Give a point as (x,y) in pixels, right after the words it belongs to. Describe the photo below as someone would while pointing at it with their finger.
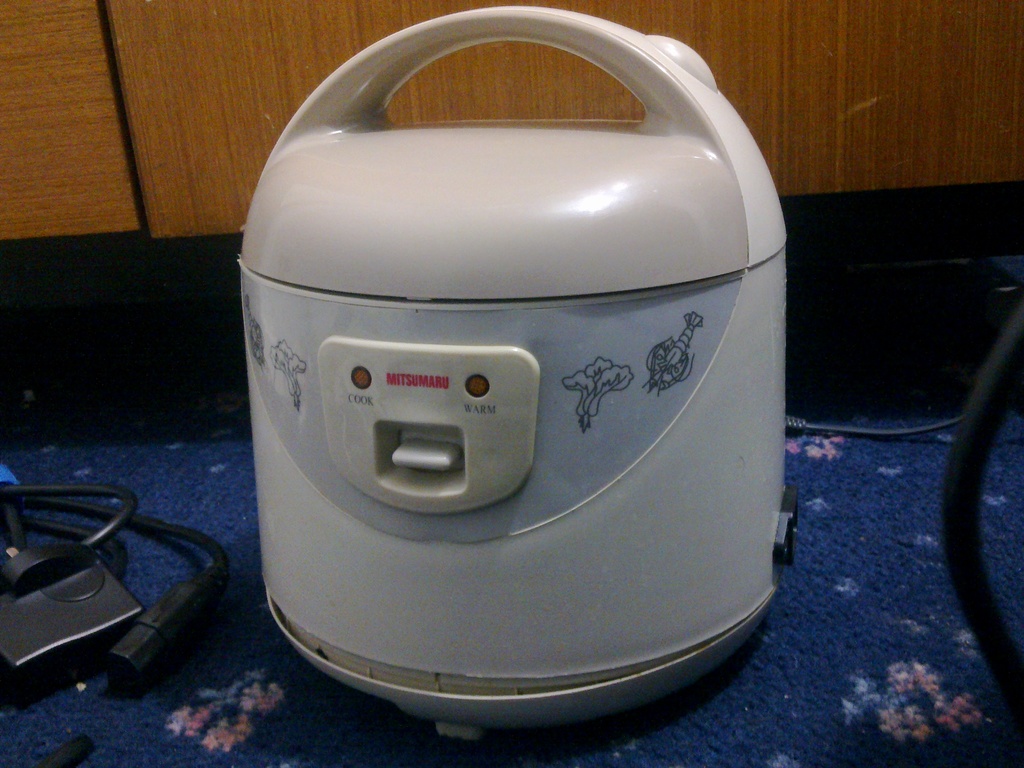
In the image we can see the electronic device (515,614) and cable wires (114,528). Here we can see carpet (844,649) and wooden wall (156,105).
